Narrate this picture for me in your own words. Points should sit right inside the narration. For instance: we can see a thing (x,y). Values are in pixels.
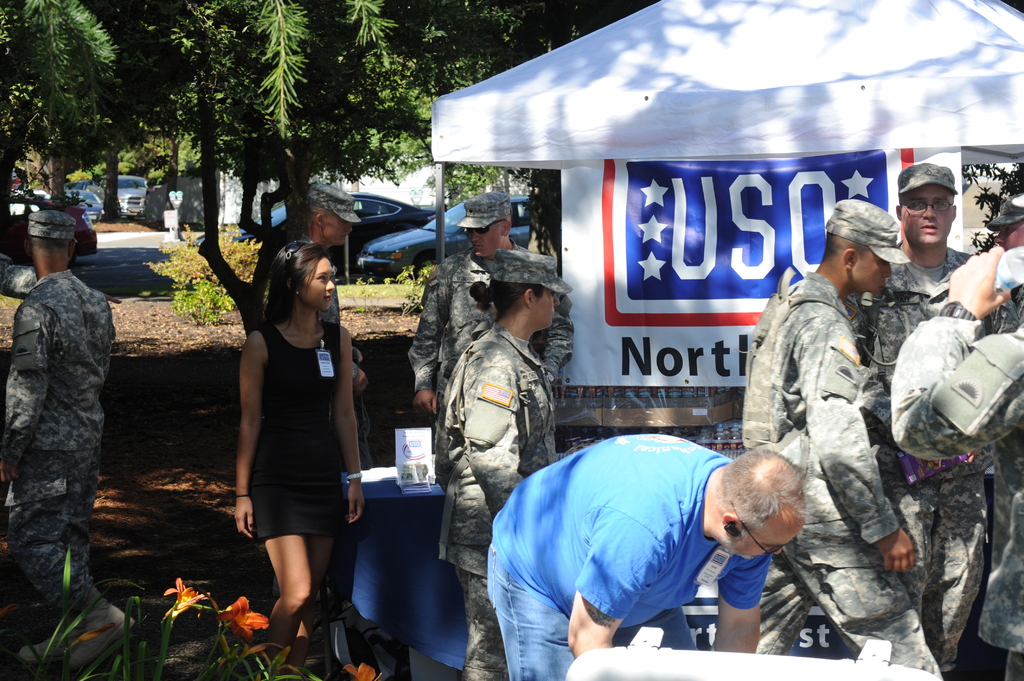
In this picture we can see a group of people (307,377). Behind the people (335,379), there is a banner (674,281), stall (604,128) and some objects (347,614). On the left side of the stall (381,579), there are vehicles (396,243), trees (112,188), grass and a road (98,245). At the bottom of the image (248,621), there is a plant (140,667) with flowers (232,615).
